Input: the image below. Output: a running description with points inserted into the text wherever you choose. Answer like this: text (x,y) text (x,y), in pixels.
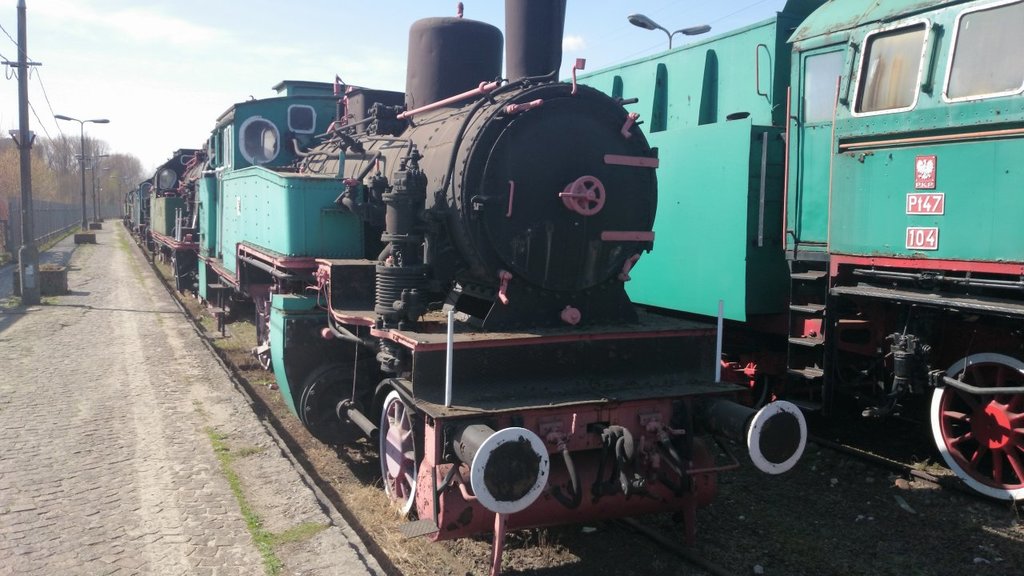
In the foreground of this image (632,248), there are two trains (814,317) on the track (928,472). On the left (132,424), there is a path (139,366) on which there are poles (37,274). In the background (113,168), there are trees (110,178), fencing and the sky (227,51).
